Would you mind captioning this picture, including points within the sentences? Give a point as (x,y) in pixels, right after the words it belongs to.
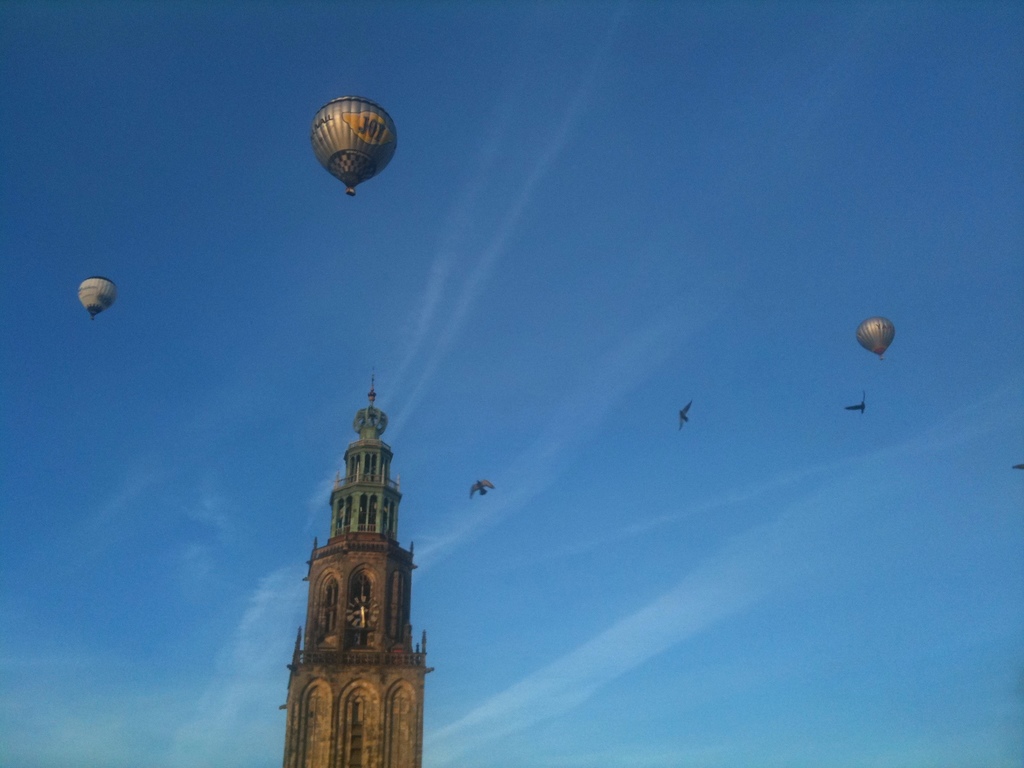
In this image, we can see few hot air balloons (92,303) and birds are flying in the sky (607,313). At the bottom (321,708), we can see a clock tower (360,670) with walls (359,699) and pillars (383,704).
